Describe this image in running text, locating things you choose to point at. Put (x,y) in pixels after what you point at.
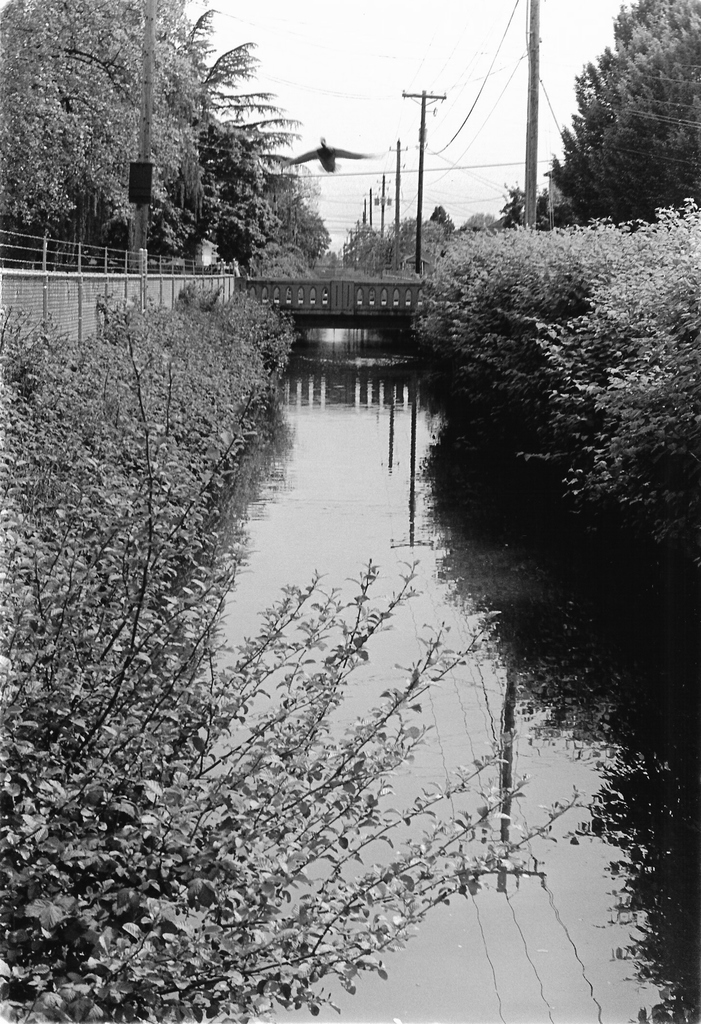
This image is taken outdoors. At the bottom of the image (391,796) there is a lake (379,806) with water (442,923). At the top of the image (349,70) there is a sky (365,8). In the middle of the image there is a bridge (248,294) with a railing (353,291). On the left (137,393) and right sides of the image there are many trees (20,125), plants (508,348) and poles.
